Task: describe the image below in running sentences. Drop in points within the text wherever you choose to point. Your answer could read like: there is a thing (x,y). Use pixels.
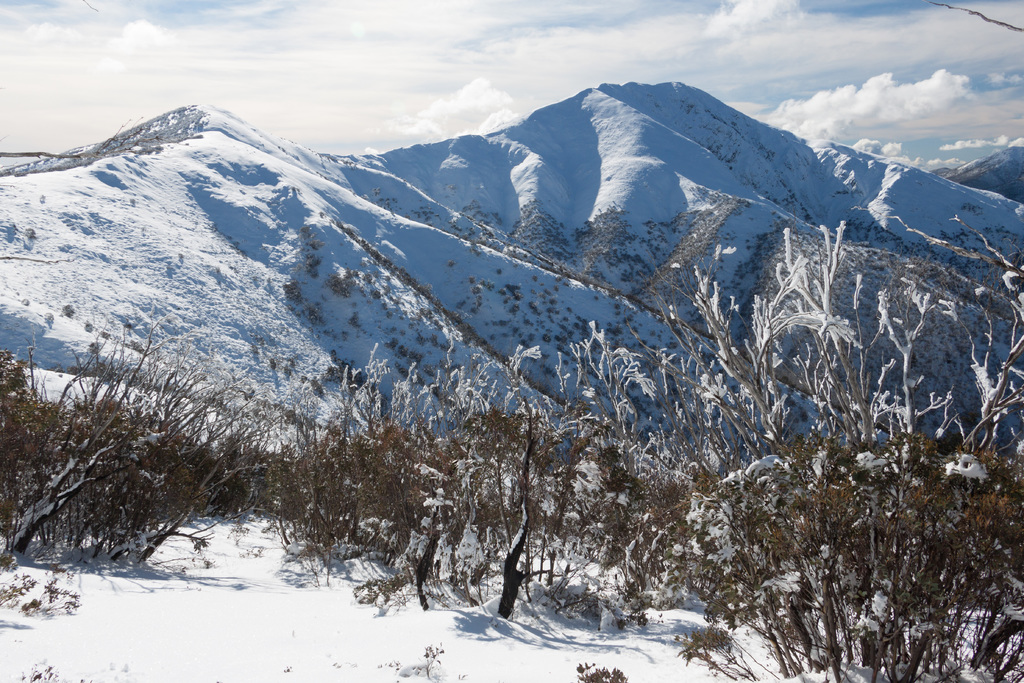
In this picture we can see there are plants (343,460), snowy hills (657,239) and the cloudy sky (850,58).
